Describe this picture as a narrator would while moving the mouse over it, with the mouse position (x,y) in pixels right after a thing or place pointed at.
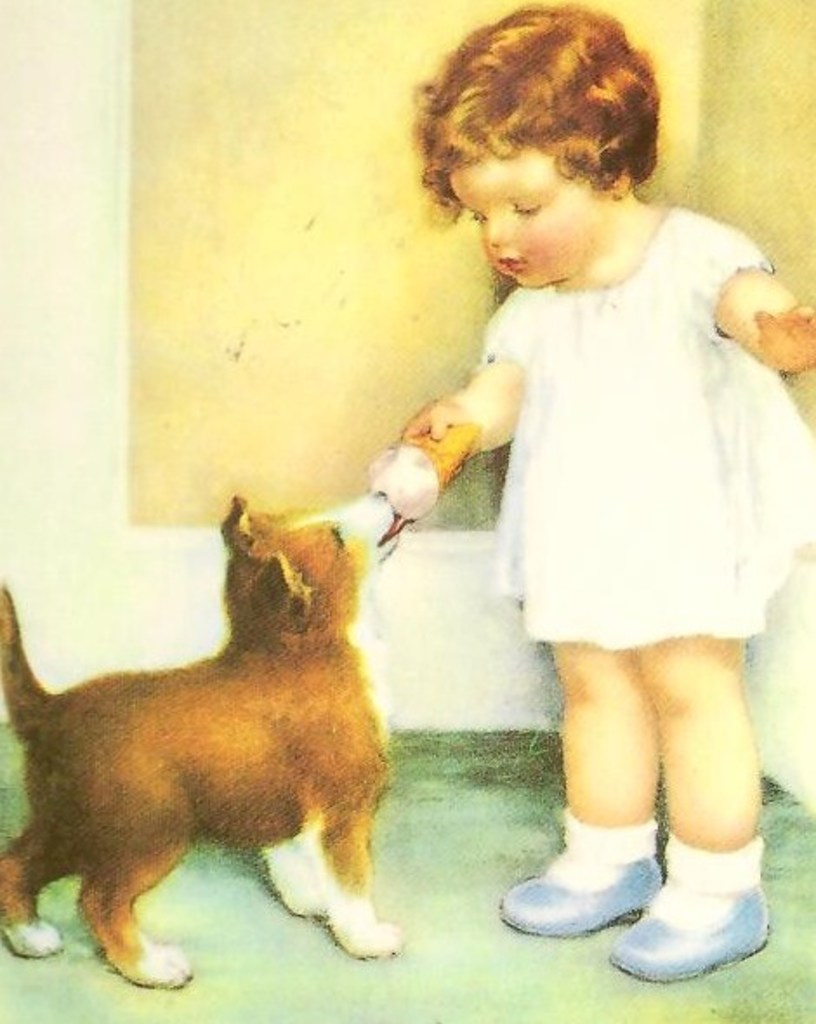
This is a painting. In this painting we can see, there is a child (515,329) holding an ice cream (449,435) with a hand (415,435) and feeding it to a dog (97,766), which is on the floor (341,955). In the background (82,531), there is a painting (267,169) on a white wall (154,551).
